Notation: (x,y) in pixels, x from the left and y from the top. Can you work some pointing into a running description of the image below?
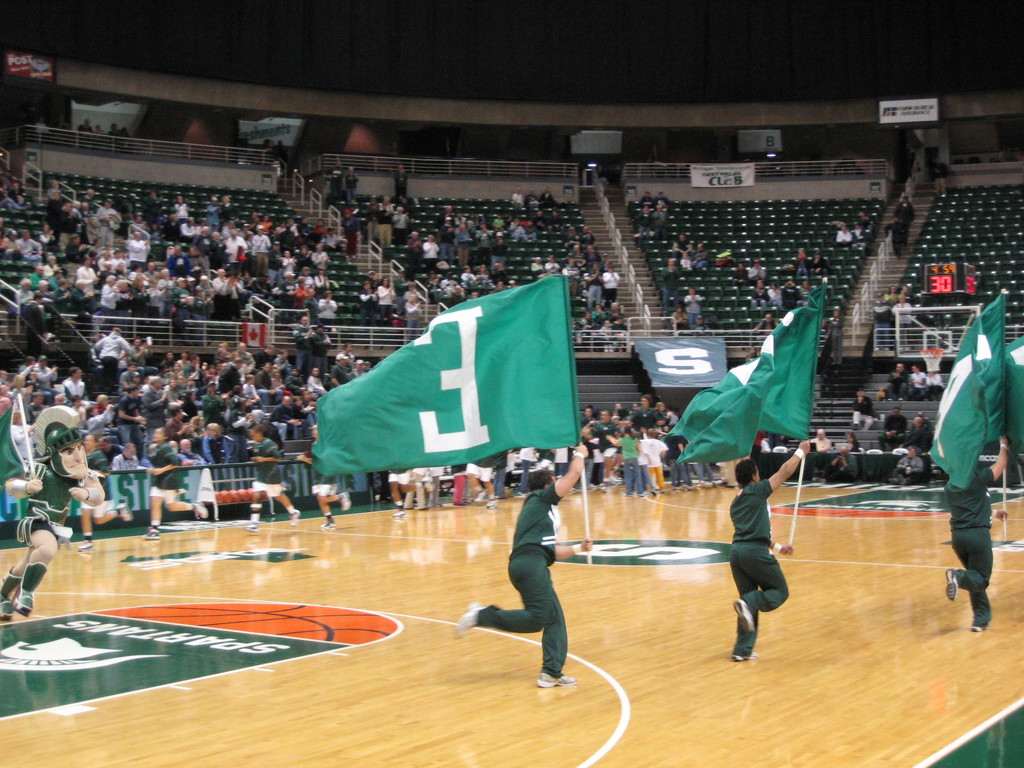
In this picture I can see group of people (477,471) among them some are sitting on chairs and some are standing on the floor (152,658). In the front of the image (545,527) I can see some people (54,521) running by holding flags (453,426). In the background (660,238) I can see chairs (567,229) and fence (383,344). I can also see boards (904,111) attached to the wall (850,137).
